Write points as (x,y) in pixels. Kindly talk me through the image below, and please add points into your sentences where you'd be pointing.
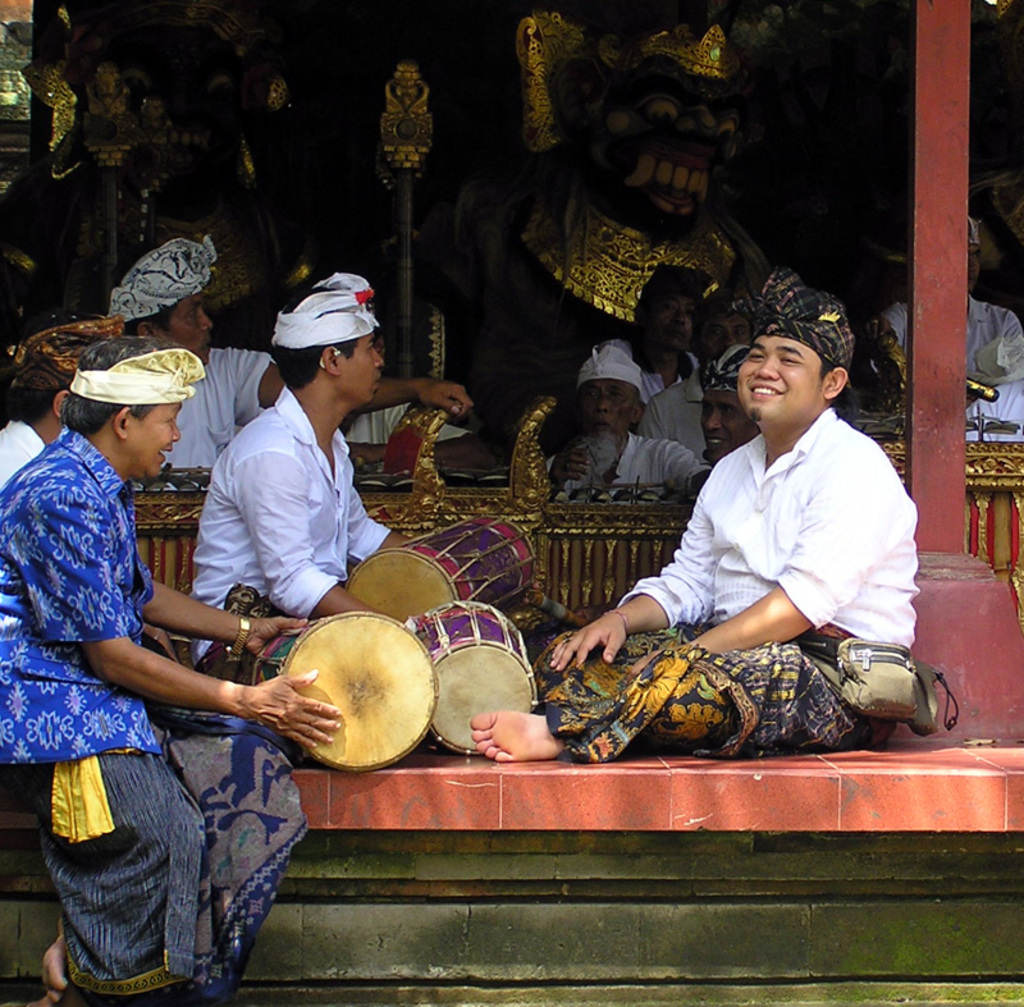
in the picture there are many people (350,345) sitting and playing musical instruments (536,497).
